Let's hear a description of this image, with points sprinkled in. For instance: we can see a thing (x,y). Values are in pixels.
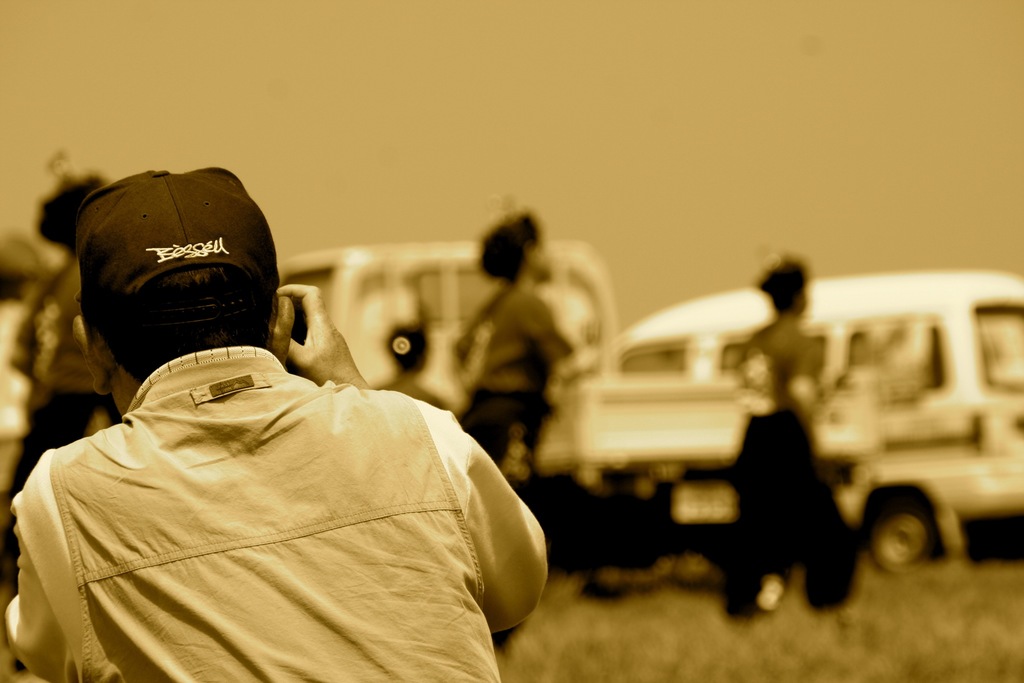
It is an edited image. In this image we can see a person (216,376) wearing the cap (170,220) and holding an object (296,317). In the background (537,285) we can see the persons (792,347) and also vehicles (814,413) and grass (796,634). Sky (600,189) is also visible.
